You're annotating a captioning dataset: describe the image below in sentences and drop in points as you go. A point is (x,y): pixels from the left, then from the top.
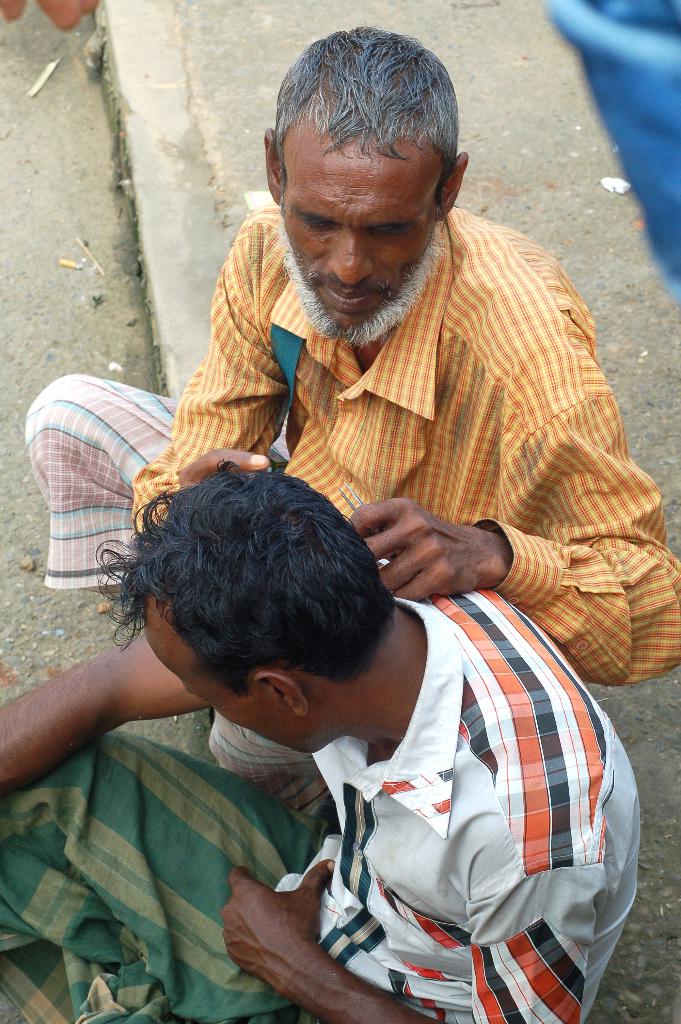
In this image we can see two persons (348,599) are sitting on the ground (98,244), here a man (282,537) is wearing the shirt (451,356).
